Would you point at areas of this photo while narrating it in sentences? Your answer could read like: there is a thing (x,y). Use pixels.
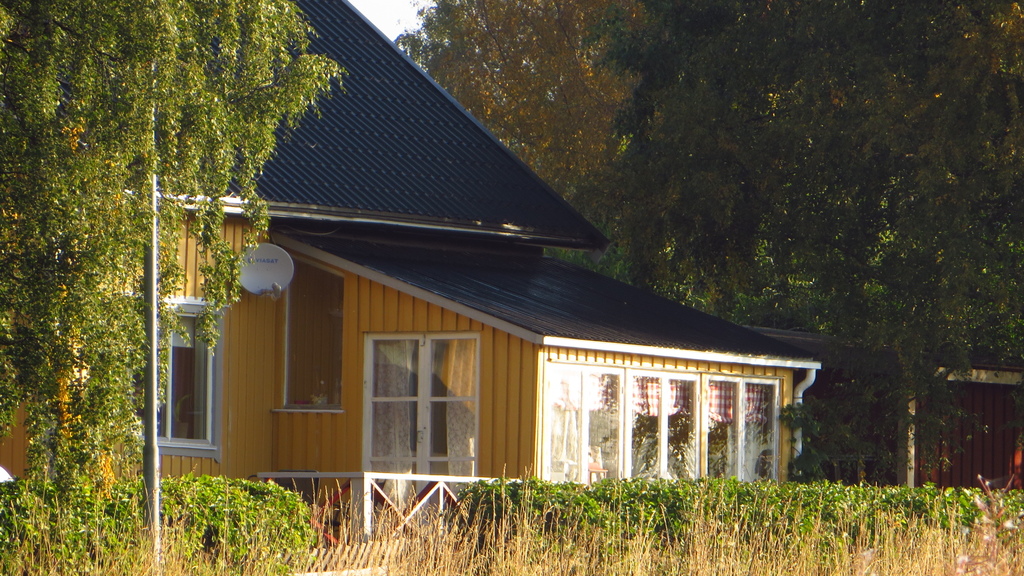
In this picture we can see there is a pole (150,330) and a house (676,420). Behind the house (529,386) there is a wall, trees (550,83) and a sky (384,3).
